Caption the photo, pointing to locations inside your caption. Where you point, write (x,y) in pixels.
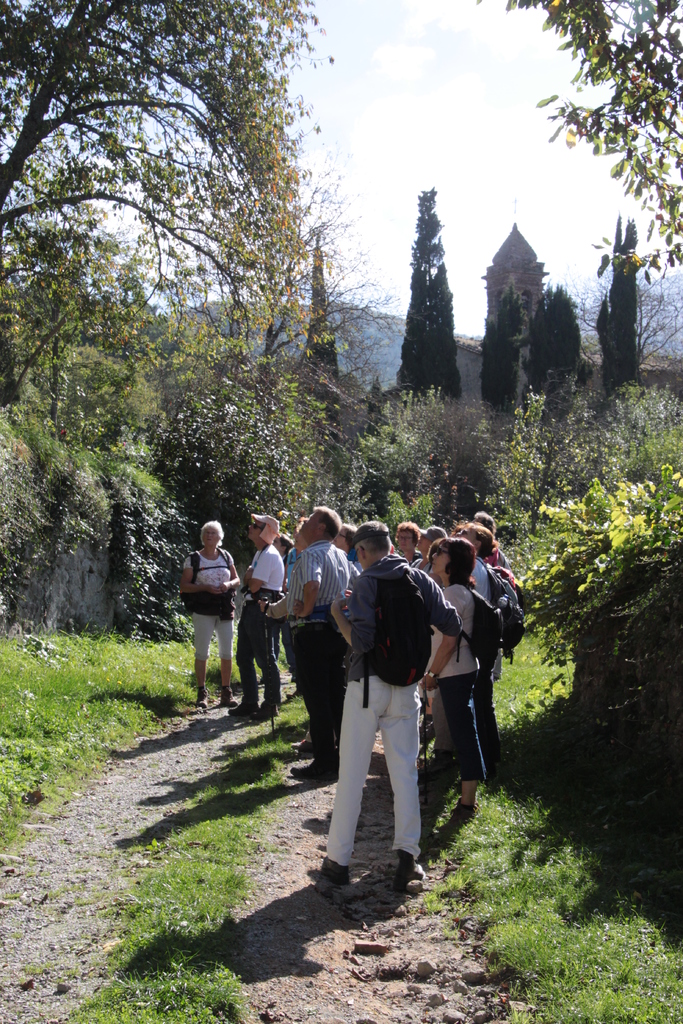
In this image I can see the group of people (330,662) standing on the ground (160,823). These people (312,684) are wearing the different color dresses (344,733) and the bags (277,594). To the side of these people (287,617) I can see many trees (337,493). In the background (347,340) there are mountains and the white sky (384,143).
